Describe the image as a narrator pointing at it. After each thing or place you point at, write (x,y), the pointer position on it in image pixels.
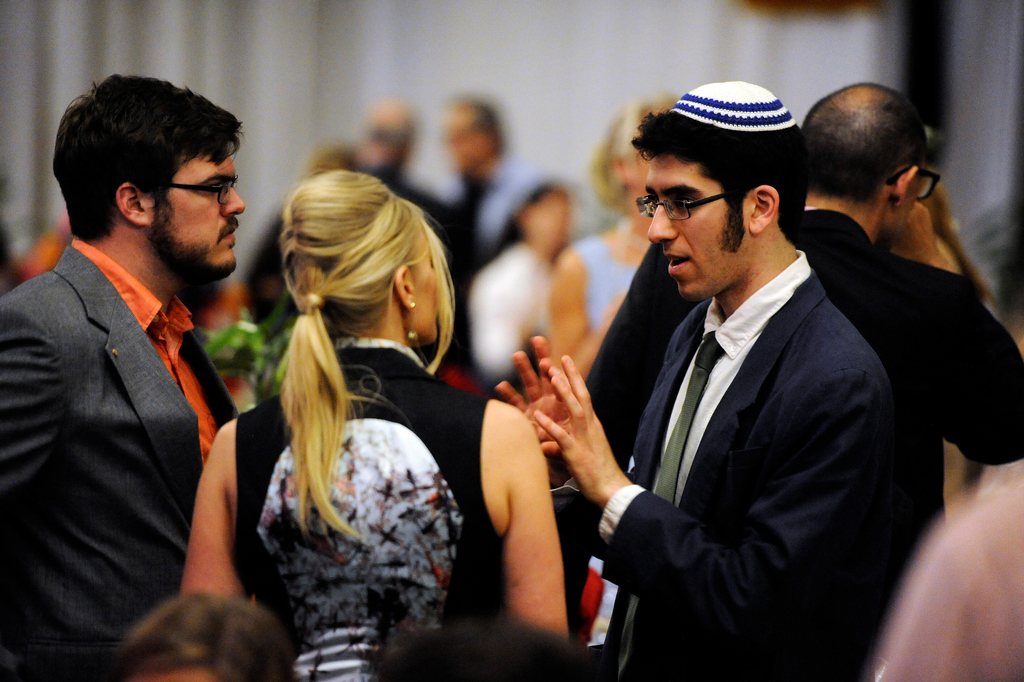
In the foreground of this image (452,459), there is a woman (334,343) and two men (181,315) are talking to each other and in the background (472,164), there are few persons (531,208) and a white curtain (456,44).
